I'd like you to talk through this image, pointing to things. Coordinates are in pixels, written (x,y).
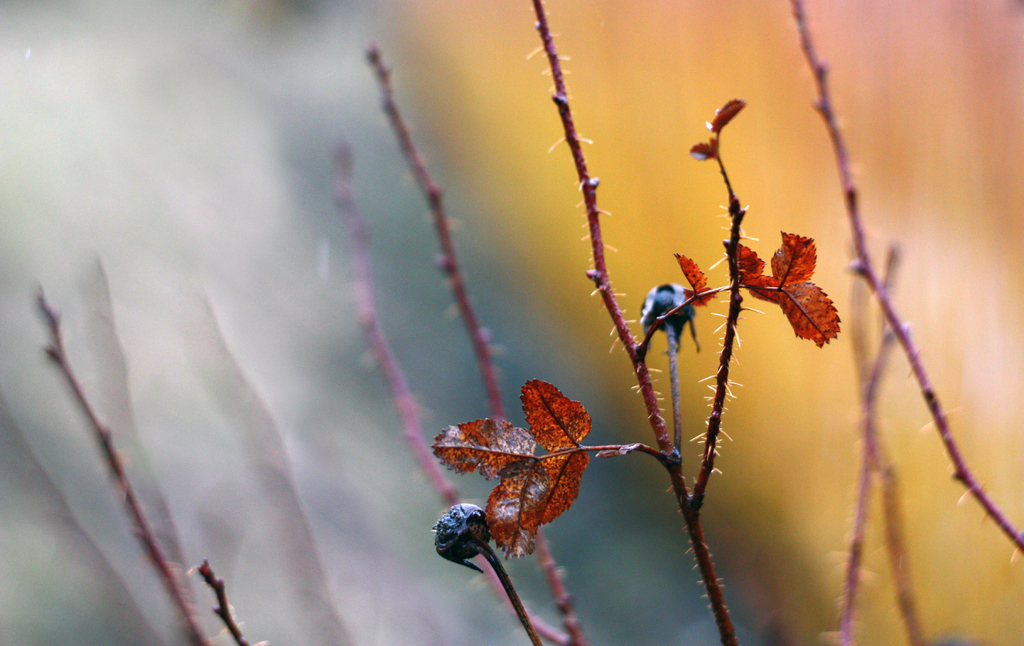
In this image we can see woody plant (201,631) and there are leaves (803,316).
